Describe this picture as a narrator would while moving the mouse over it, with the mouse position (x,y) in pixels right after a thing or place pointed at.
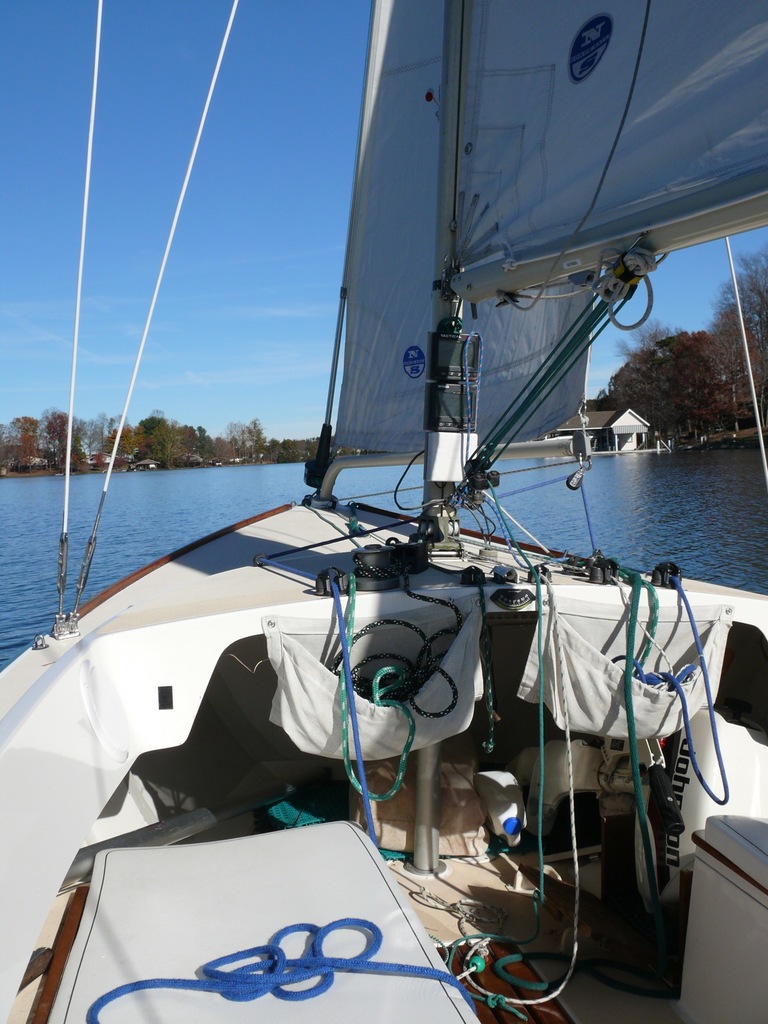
Here we can see a boat (175,740) on the water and we can also see ropes (273,972), bottle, bags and some other items (265,905) in the boat (374,365). In the background (318,375) there are trees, water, houses (182,461) and clouds (50,336) in the sky (214,282).
